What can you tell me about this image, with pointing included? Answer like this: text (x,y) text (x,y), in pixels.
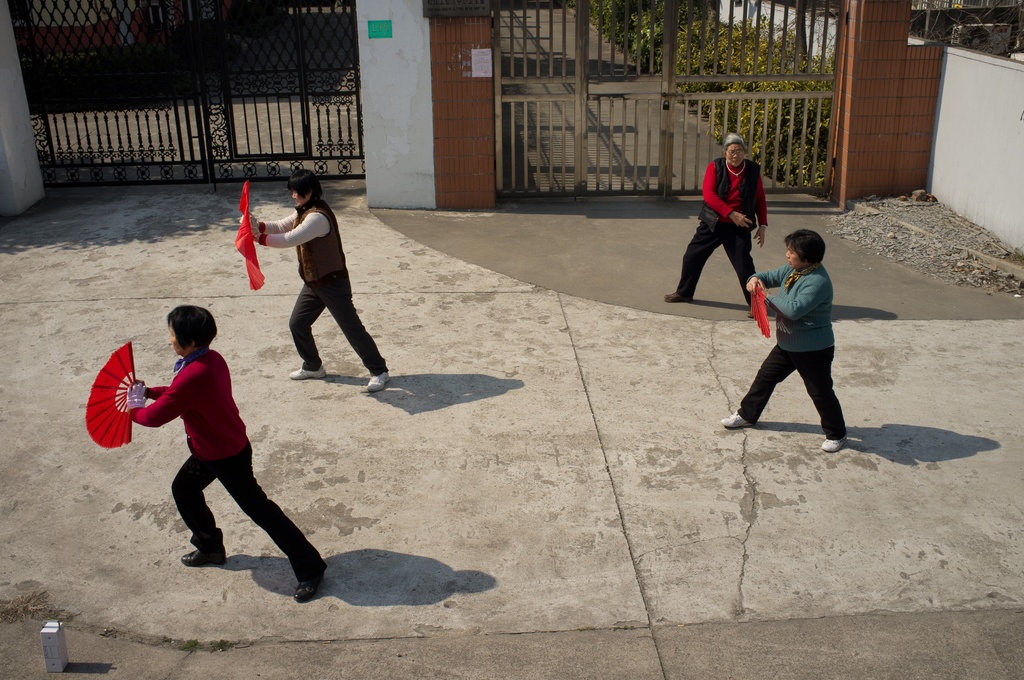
4 people (711,228) are standing. 3 people (262,227) are holding hand fans (96,417). There are 2 gates (795,94) and plants (816,109) at the back (716,59).
